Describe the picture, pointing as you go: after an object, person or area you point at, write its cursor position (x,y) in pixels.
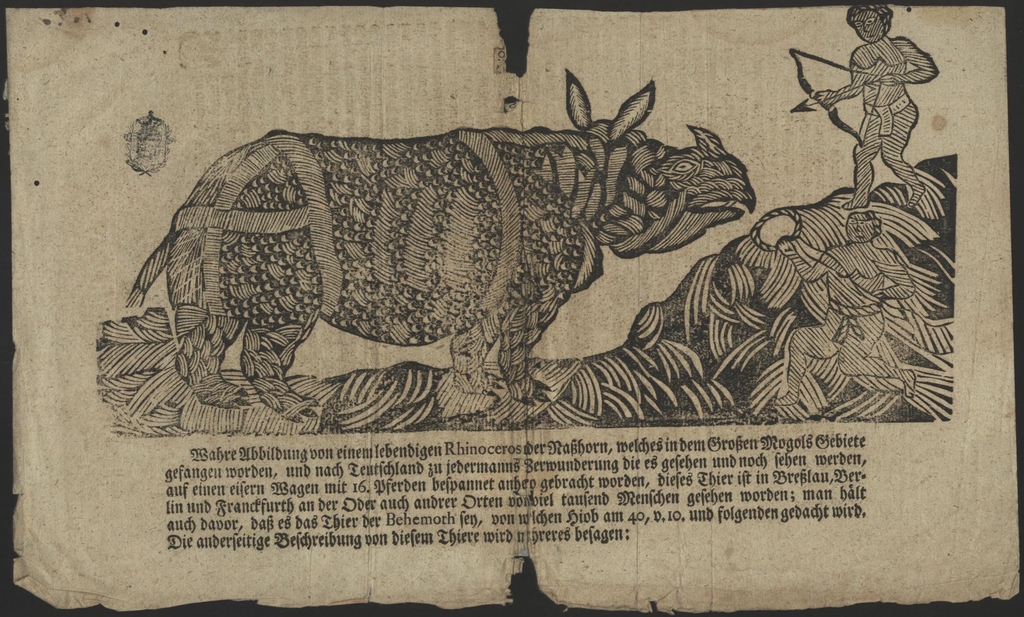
In the foreground of this picture (660,403), there is a paper (425,492) on which print (430,221) of a rhinoceros (440,225) and two men (854,267) attacking it with weapons (815,99) in their hands (830,99) and some text (411,498) on the bottom (347,495).
